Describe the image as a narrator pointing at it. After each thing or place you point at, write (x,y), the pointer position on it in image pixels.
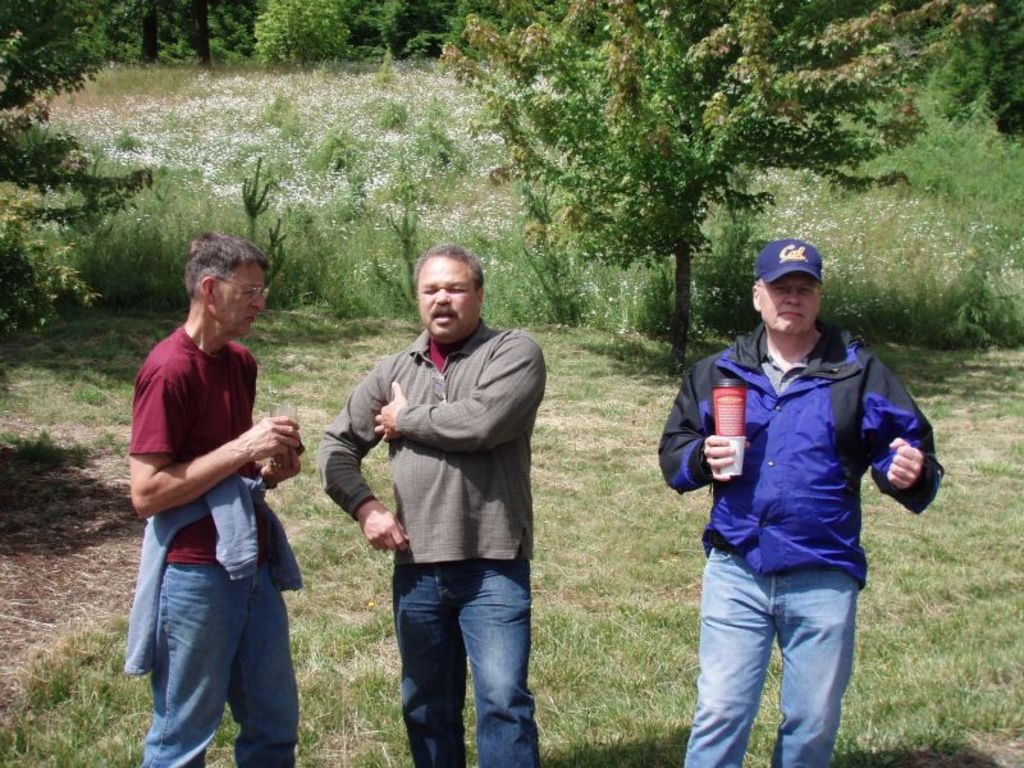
In the foreground of the picture (848,393) there are three men (521,497) standing. In the foreground (118,563) there is grass (652,575). In the center of the picture (639,290) there are trees (44,276), plants (419,250) and grass (921,295). In the background (401,107) there are flowers (358,115), plants (383,116) and trees (340,24). It is a sunny day.
